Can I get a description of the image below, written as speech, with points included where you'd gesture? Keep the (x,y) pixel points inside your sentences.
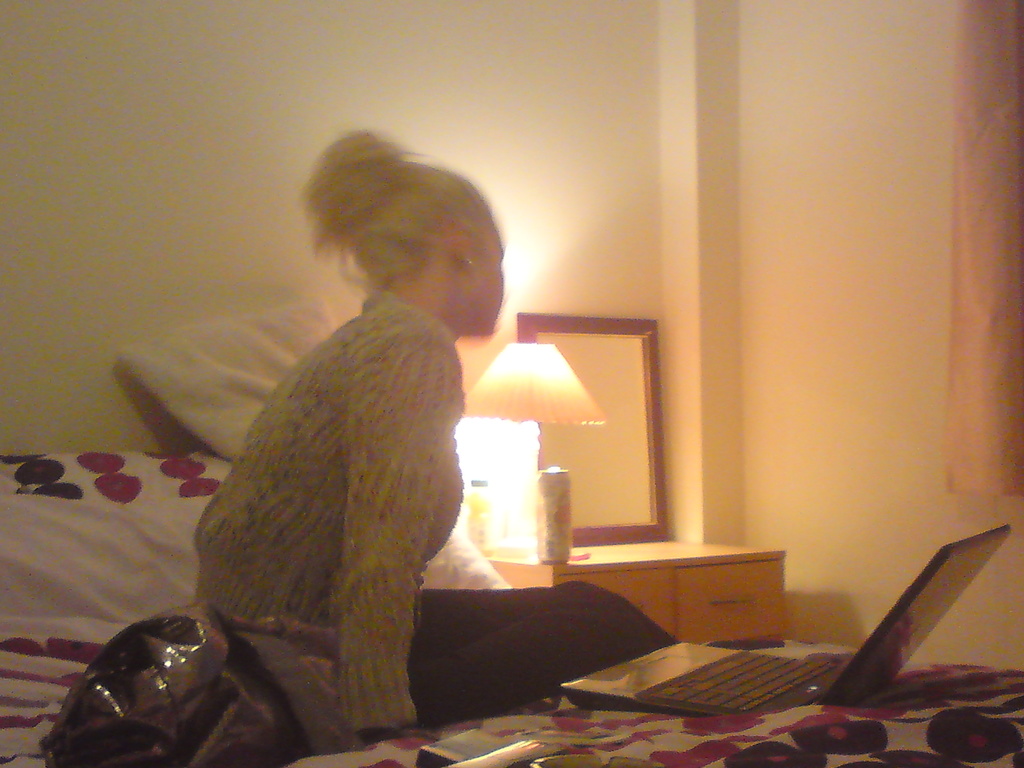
In this picture I can see there is a woman (369,707) sitting on the bed (605,707) and she is wearing a shirt (382,693). There is a laptop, carry bags (145,707) and other objects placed on the bed (859,721) and there is a table (657,560) on to right (741,575) and there is a mirror (602,532), light (525,533) and a curtain (1013,416) on to right side (1005,401) and there is a wall (356,57) in the backdrop (284,131).
